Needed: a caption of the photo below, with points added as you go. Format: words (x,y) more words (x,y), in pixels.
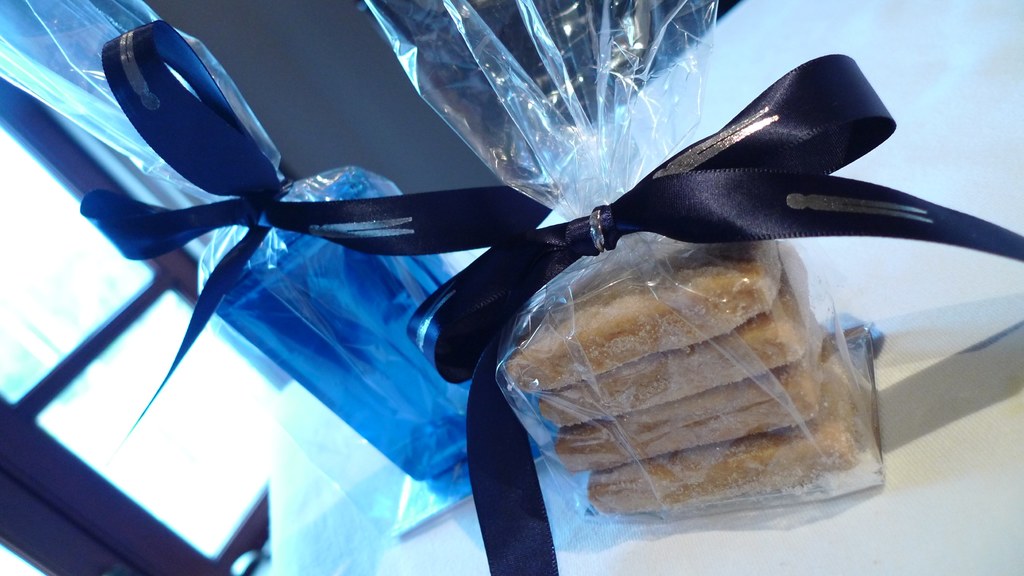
In this picture we can see food items (664,433) and a glass object (391,352) are packed with plastic covers (568,160) and ribbons (485,223) and these two are placed on a platform (347,531) and in the background (255,381) we can see a door (159,434).
